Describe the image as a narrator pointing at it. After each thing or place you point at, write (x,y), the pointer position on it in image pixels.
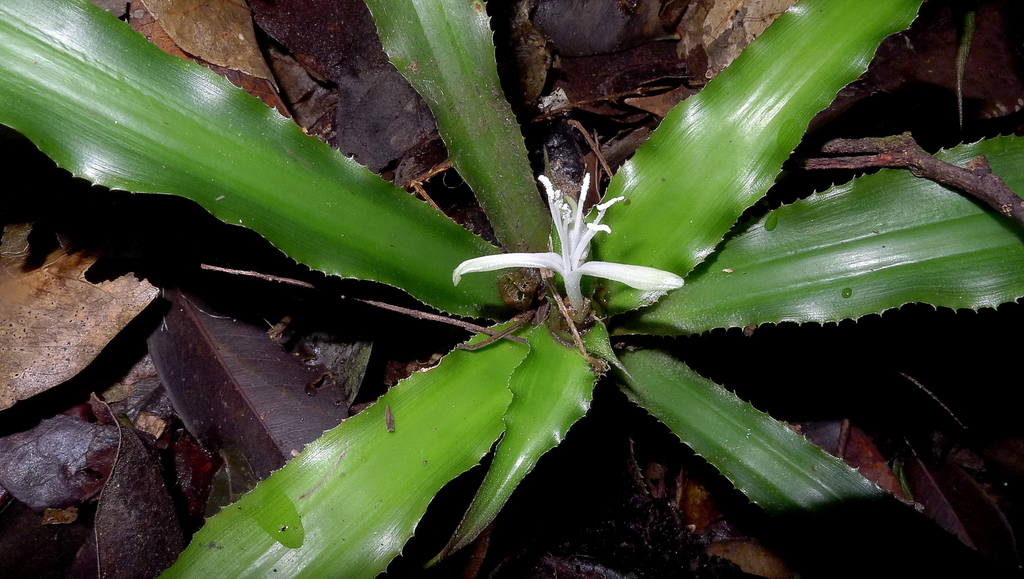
In this image there is a plant (527,267) and there are dry leaves (160,384).
